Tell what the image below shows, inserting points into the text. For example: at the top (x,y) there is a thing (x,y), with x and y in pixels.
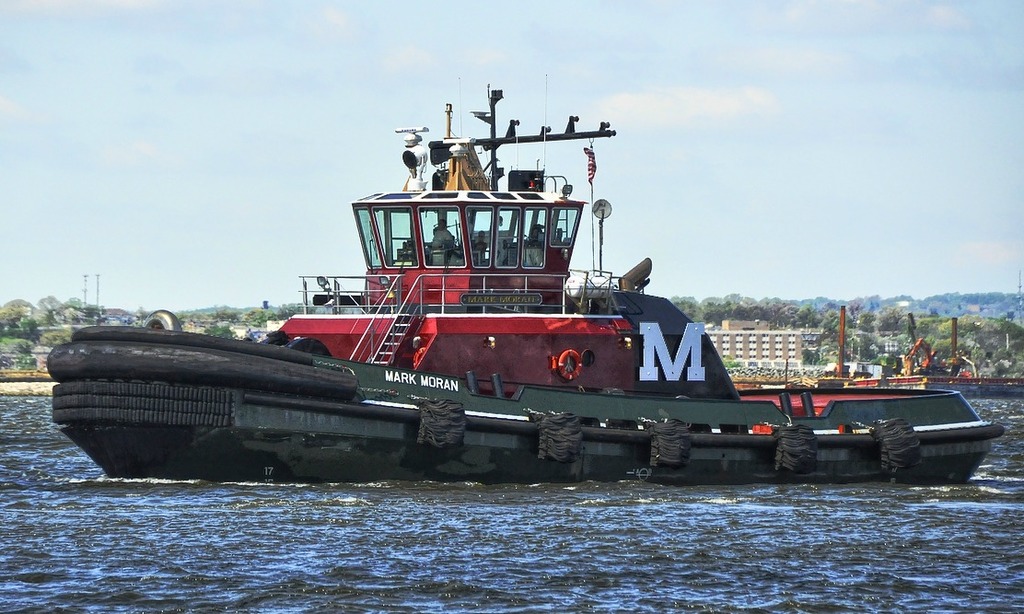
This is a tugboat (401,441), which is on the water (574,488). I can see a person (441,239) sitting in the boat (585,335). This looks like a building (744,339). I can see the trees (896,313). This is the sky (174,64).
